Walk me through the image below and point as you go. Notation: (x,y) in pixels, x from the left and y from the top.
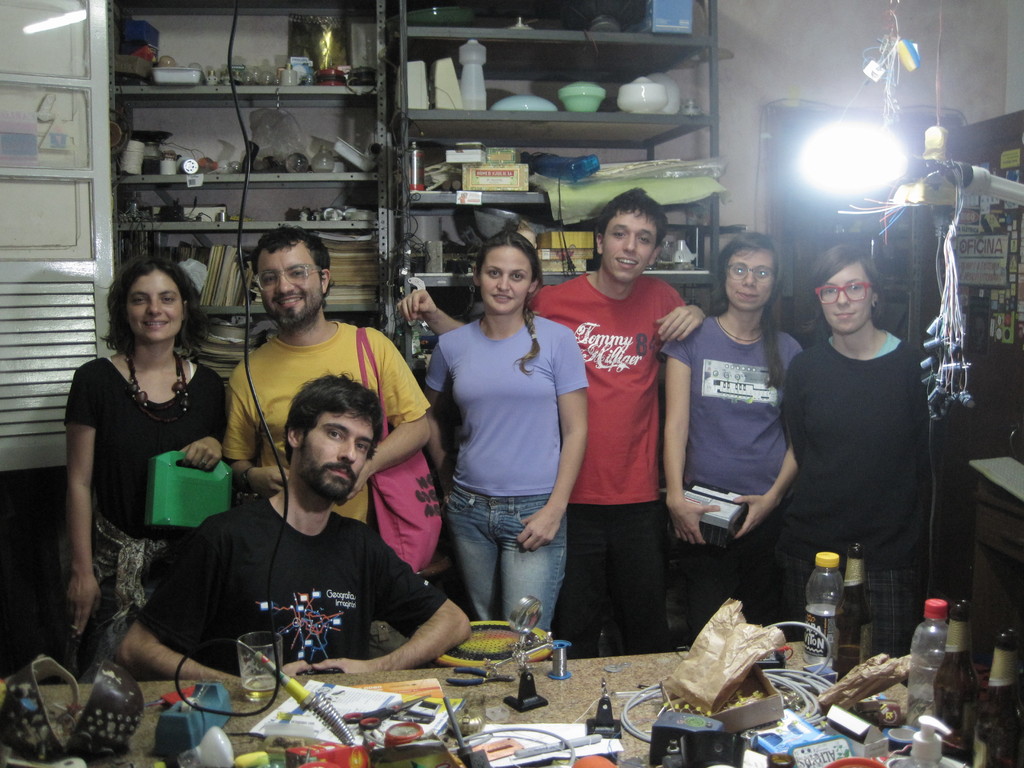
Here people (498,447) are standing, there is shelf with objects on it. There is bottle (842,620), glass (274,685), cover (707,666), other objects (837,711) are present on the table (559,710). There is light (864,159), this is cable (244,262).
